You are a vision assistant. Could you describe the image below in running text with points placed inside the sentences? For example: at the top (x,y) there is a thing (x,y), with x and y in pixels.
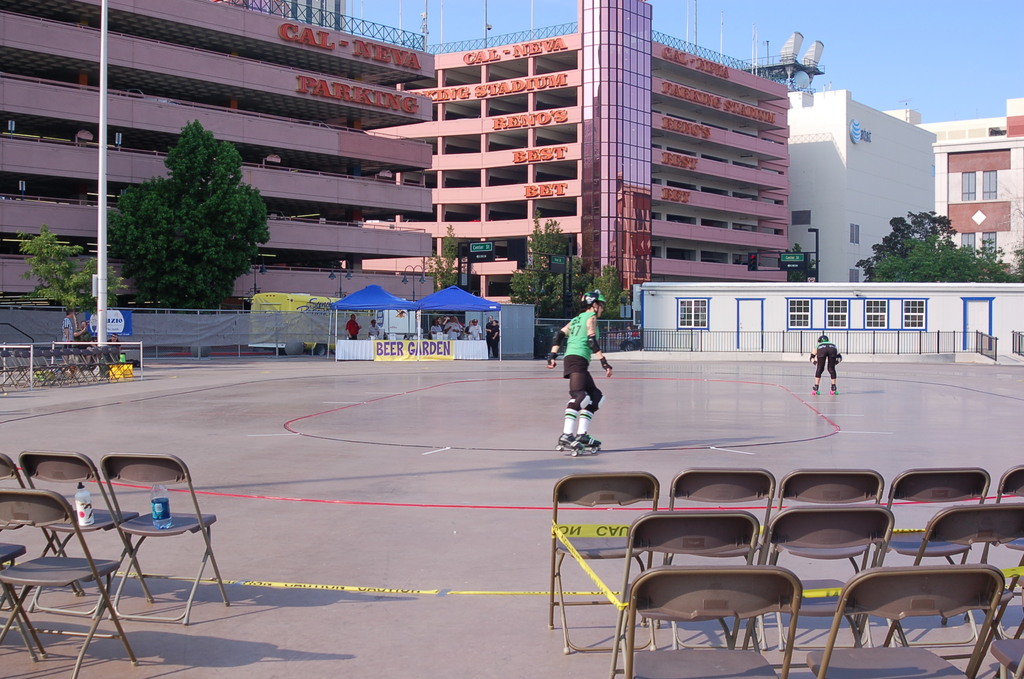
In this image we can see the buildings (747,195), some text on the buildings (750,138), one logo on the buildings (878,162), some boards (110,317) with text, some poles (812,228), some objects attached to the buildings (610,259), some trees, some chairs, two blue tents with poles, one board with big pole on the ground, few barriers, some fences (312,318), one gate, some people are standing, some objects (80,499) on the ground (135,488), some people (455,337) are holding objects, one banner (431,350) with text (413,350) attached to the white object (362,348) under the blue tents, two persons (584,333) with helmets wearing skating shoes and skating. At the top (496,26) there is the sky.
